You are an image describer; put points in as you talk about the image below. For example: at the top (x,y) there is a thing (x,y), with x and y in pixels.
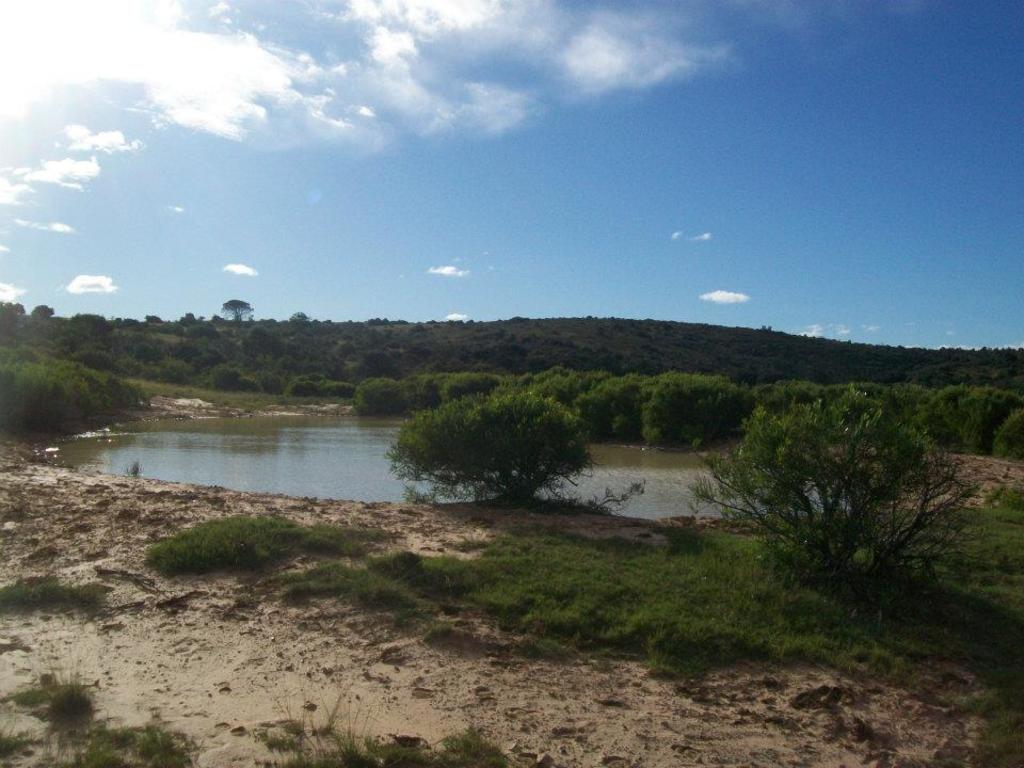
In this image, we can see trees (466,373) and there is a hill (548,340). At the bottom (297,549), there is water (289,459) and ground (362,605) covered with grass (562,595). At the top (284,133), there are clouds (458,130) in the sky (458,130).
